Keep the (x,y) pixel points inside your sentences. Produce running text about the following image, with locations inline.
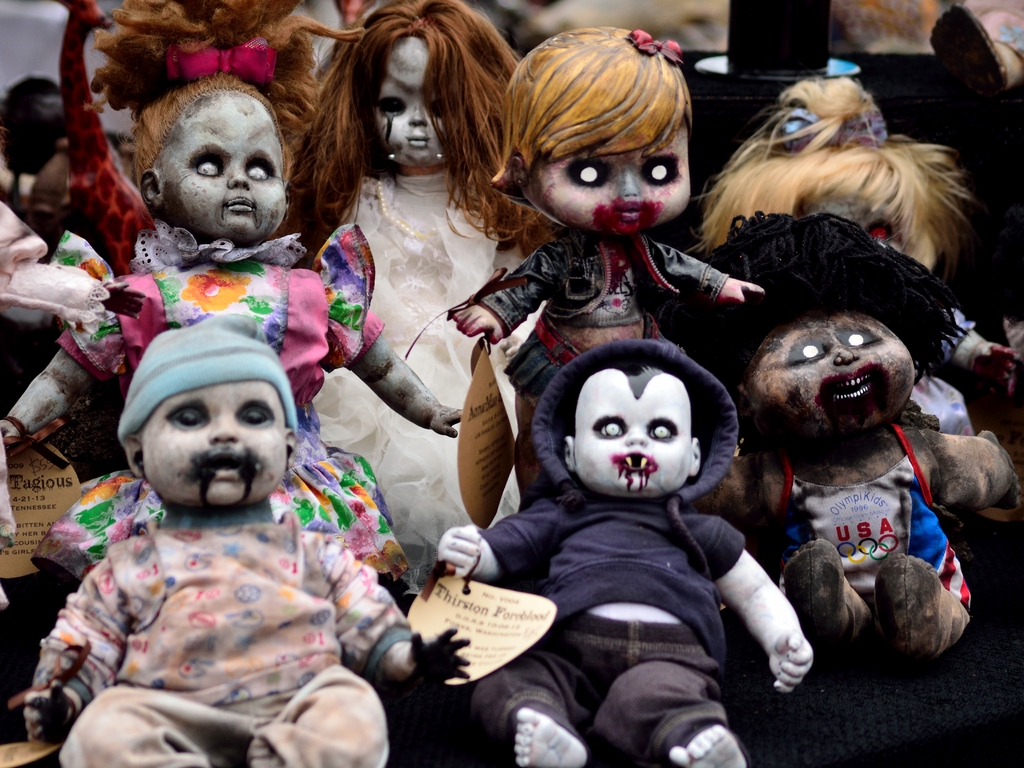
In this image we can see a group of dolls (850,518) placed on the floor (739,667). One doll (773,631) is wearing a blue coat (656,575) and in the background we can see a pole (745,35).
